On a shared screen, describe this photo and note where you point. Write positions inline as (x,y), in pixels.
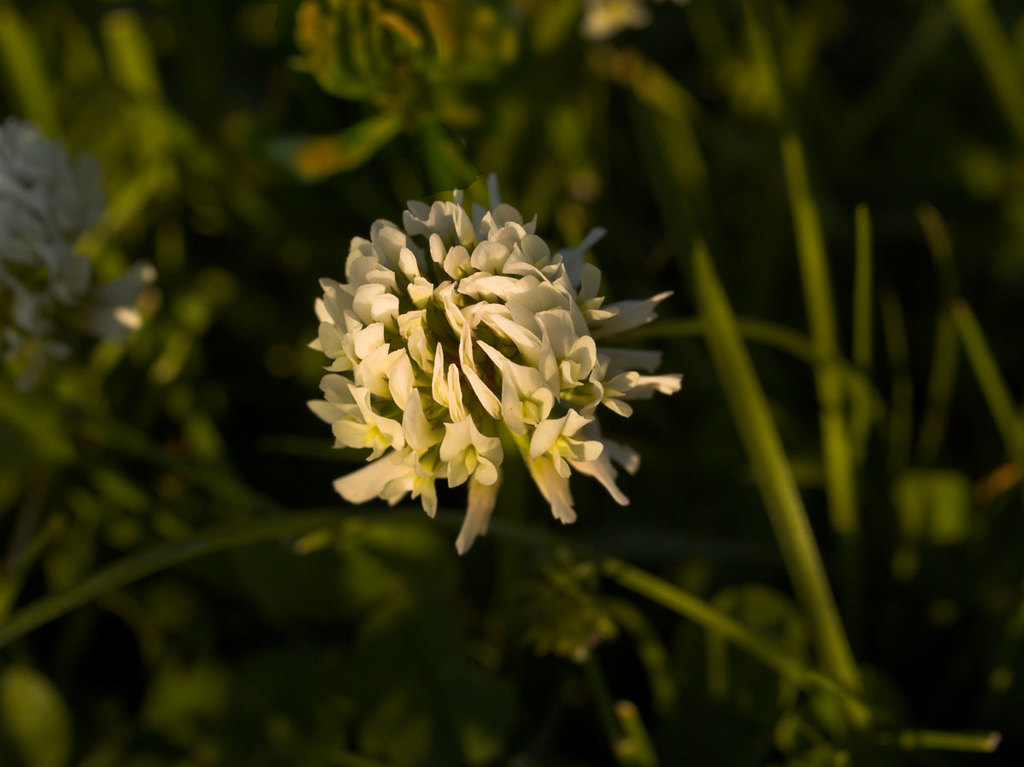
In this image we can see a flower (492,273) in the middle (666,311), there are some plants (211,297), and the background (687,556) is blurred.
